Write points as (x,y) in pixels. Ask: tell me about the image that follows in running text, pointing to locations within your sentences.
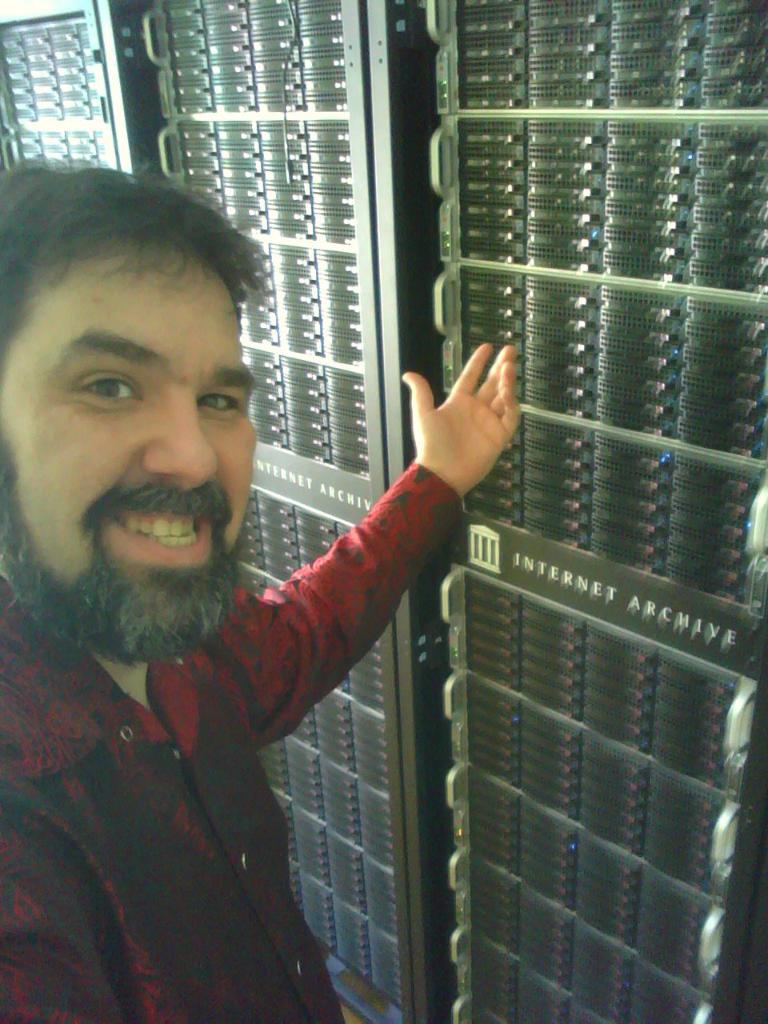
On the left side of the image (195,866) we can see a person (172,990) is smiling. In the background (645,470) there are server racks (565,356).
